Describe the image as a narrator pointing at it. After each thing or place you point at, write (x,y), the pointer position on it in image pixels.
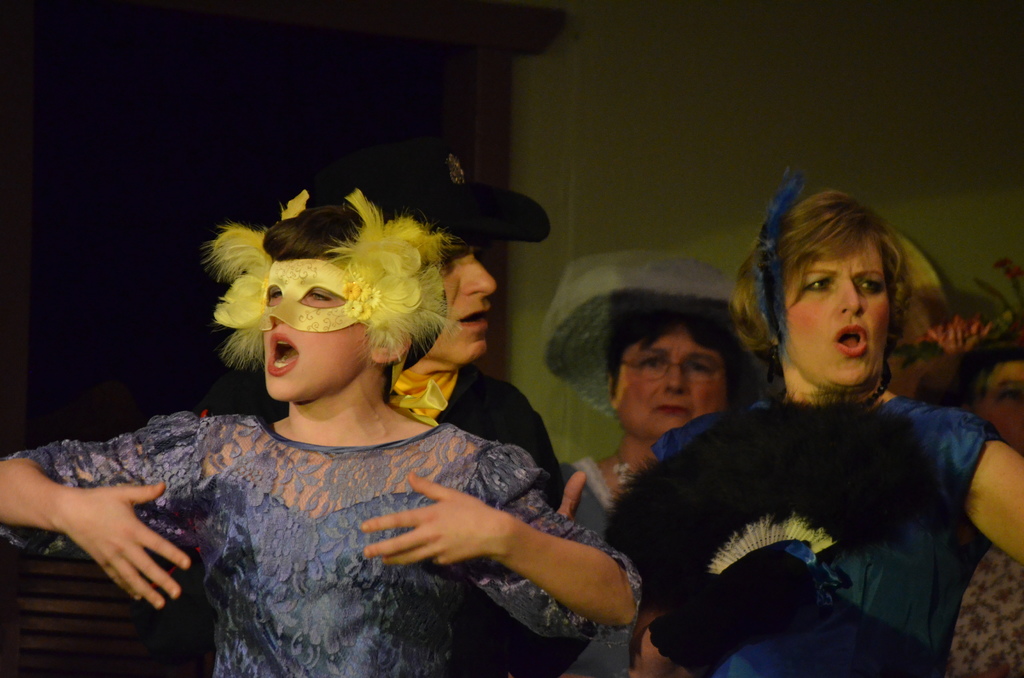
In this picture we can see few women (399,357) are in one place and they are dancing.
